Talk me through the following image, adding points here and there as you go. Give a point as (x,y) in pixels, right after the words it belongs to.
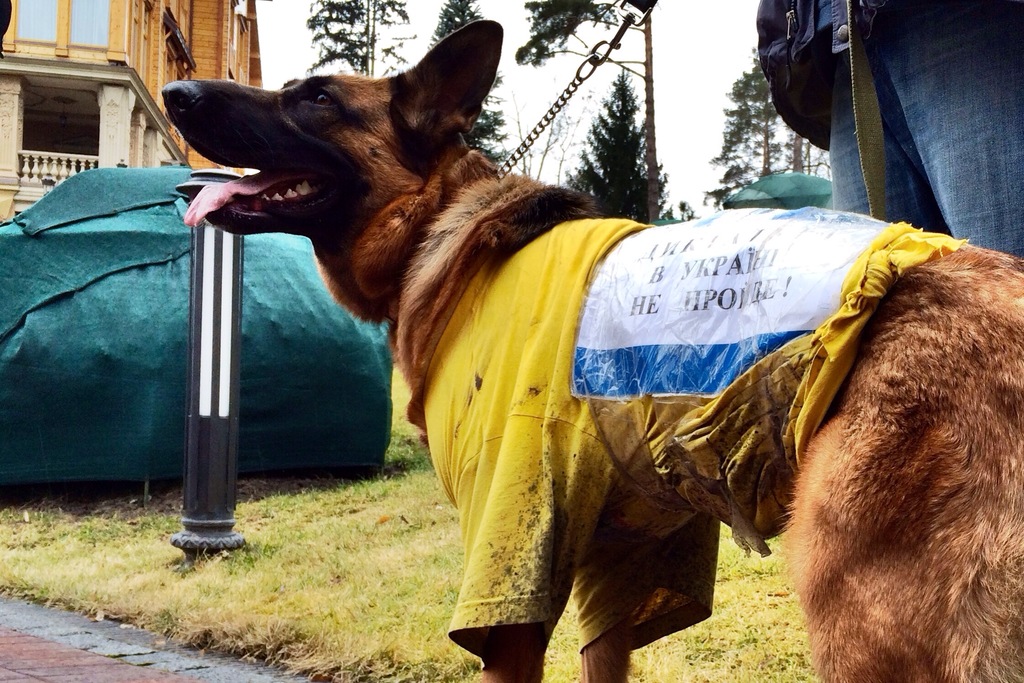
This picture contains a dog (545,334) with yellow color T-shirt (563,389). Beside the dog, we see the man (900,112) in blue jeans (942,172) is standing. At the bottom of the picture (326,561), we see the grass (249,584) and the pole (203,493). Beside that, we see a car (246,347) which is covered with green color sheet (151,298). Behind that, we see a building (137,35) and trees (651,130).
